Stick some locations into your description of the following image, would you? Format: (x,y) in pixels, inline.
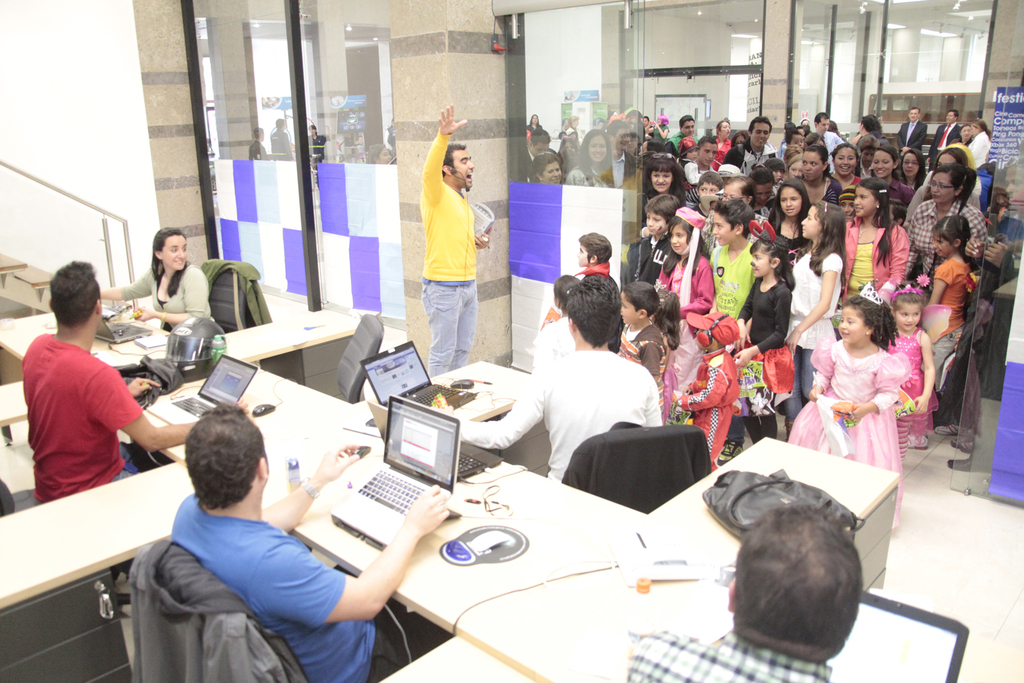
In this image i can see four men (100,463) sitting and a woman (191,280) sitting on a chair (232,284) there is a laptop (349,531) in front of them, at the back ground (437,200) i can see a man (435,216) standing, and a group of people (739,264) standing and a glass door (794,100).
